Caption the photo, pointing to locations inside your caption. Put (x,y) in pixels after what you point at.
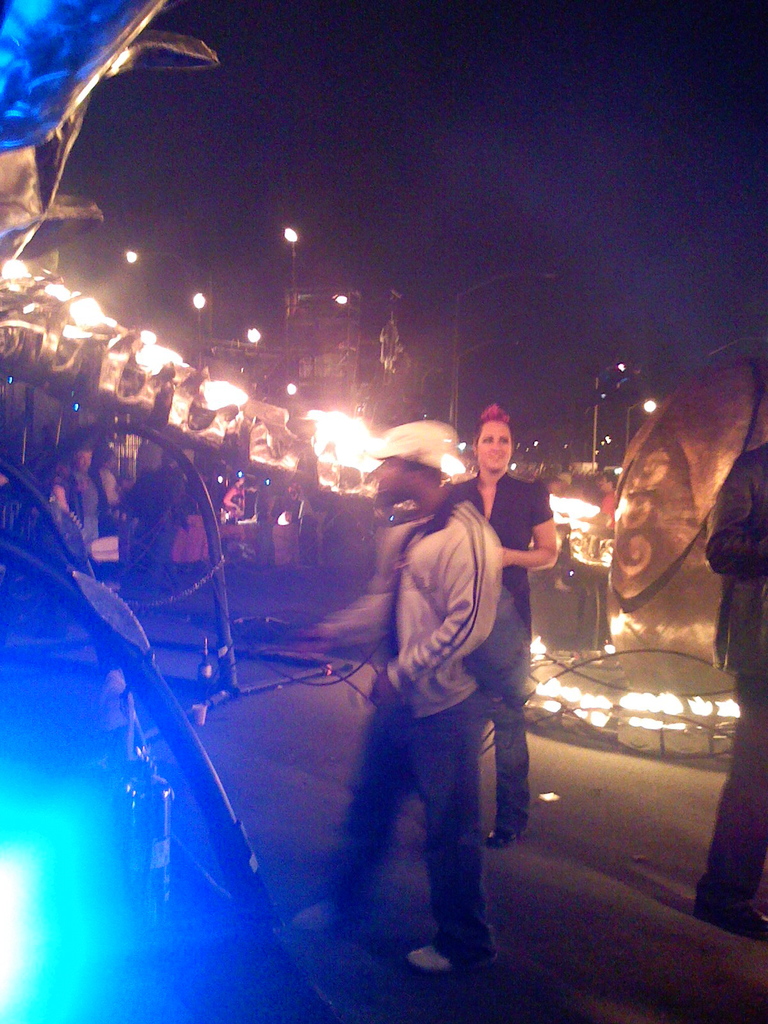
This picture describes about group of people (402,799), in the middle of the image (456,661) we can see a man (431,610), he wore a cap (422,422), in front of him we can find few metal rods (168,444) and lights (98,851), in the background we can see few poles (290,303).
